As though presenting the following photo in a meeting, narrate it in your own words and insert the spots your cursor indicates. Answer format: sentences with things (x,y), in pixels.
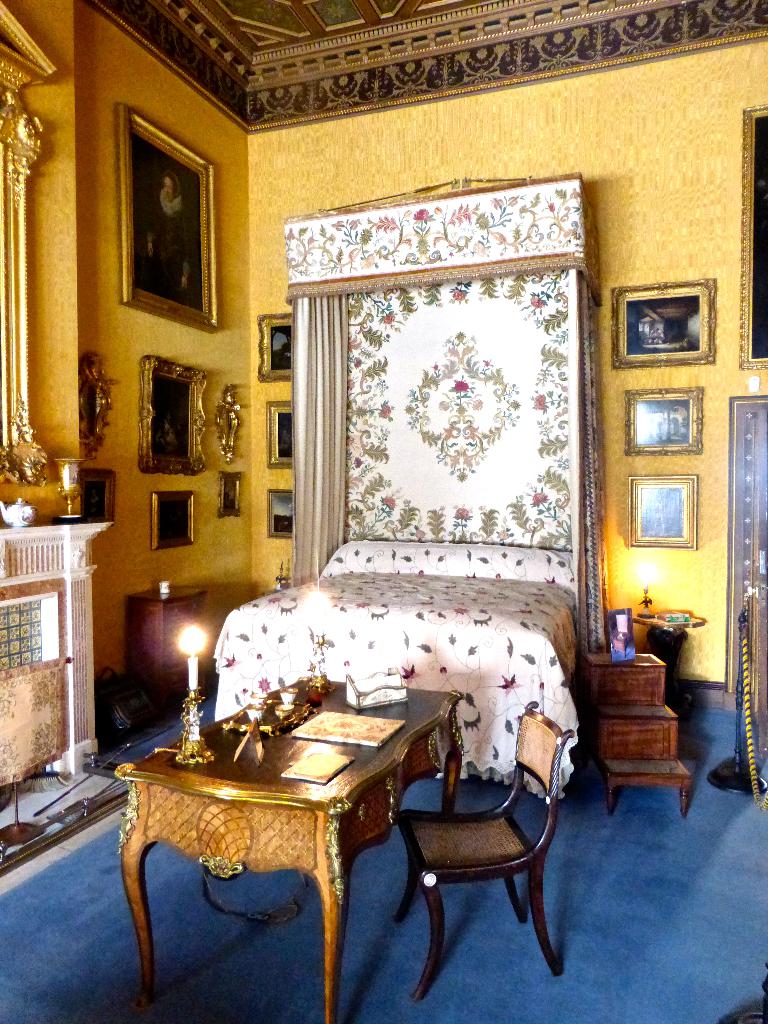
In this image I can see a table (141,940) and chair (553,806), on the table (419,730) I can see a candle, books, papers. Background (456,641) I can see bed (422,688), on the bed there is a blanket (412,626) in white color. I can also see few frames (158,270) attached to the wall (353,147) and the wall (481,149) is in yellow color.
